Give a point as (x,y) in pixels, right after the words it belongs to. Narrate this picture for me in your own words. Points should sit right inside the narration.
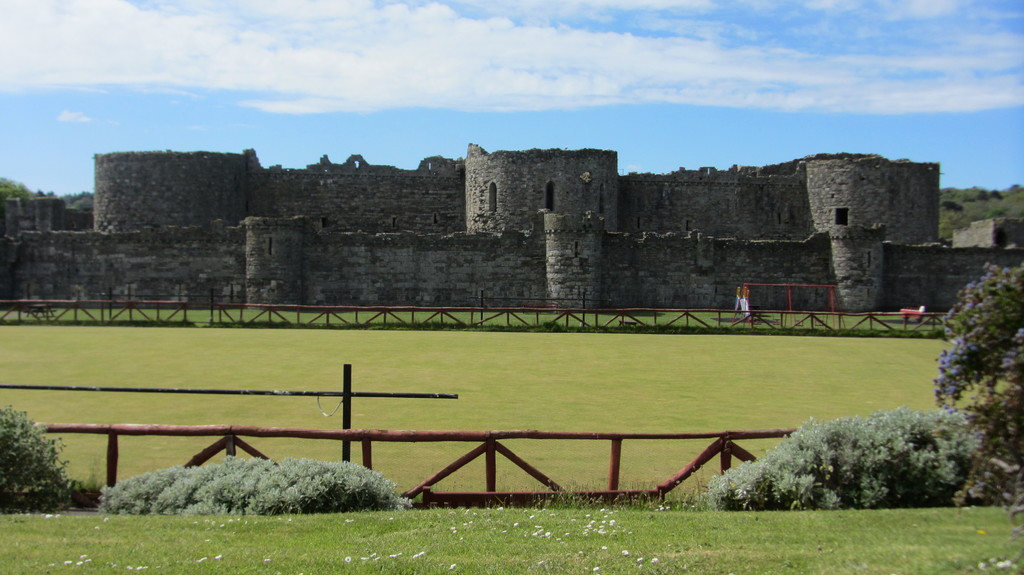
In this image I can see the plants (718,494) and there are the purple color flowers (956,378) to the plants (987,347). To the side I can see the railing (491,447) and the ground (558,356). In the background (539,255) I can see the fort (439,216), clouds (346,70) and the blue sky (394,129).
